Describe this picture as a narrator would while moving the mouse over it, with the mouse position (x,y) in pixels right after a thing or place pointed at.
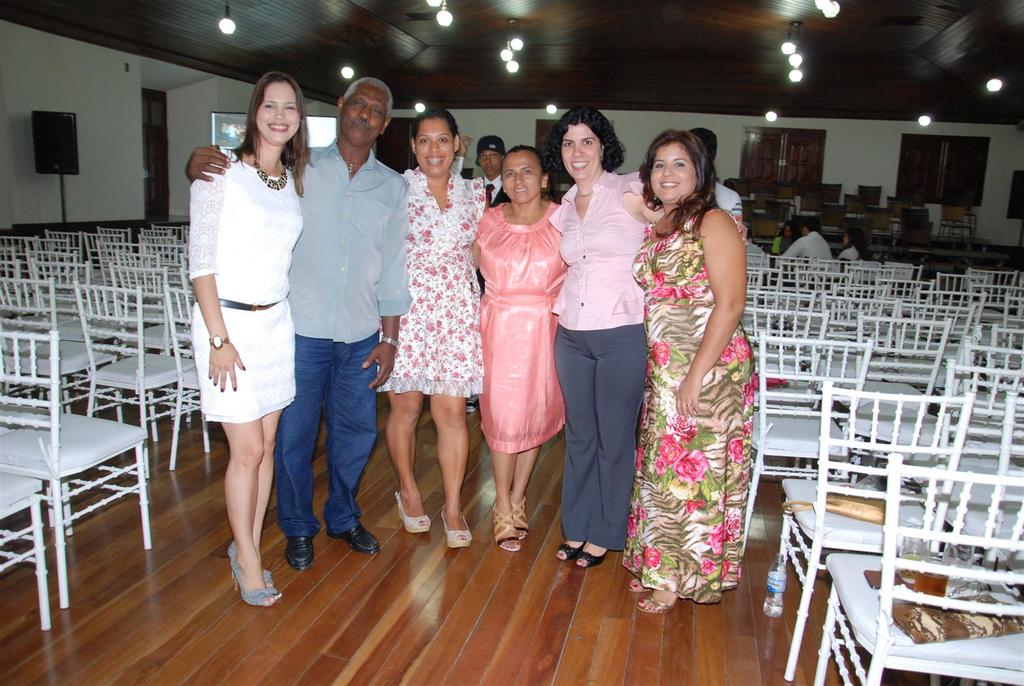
In this image on the foreground (432,207) few people (508,197) are standing. They all are smiling. In the hall (761,587) there are many chairs (822,319). There are few people (805,256) in the background (802,250). On the ceiling (487,25) there are lights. There are bags (866,504) on chairs (806,570). Here there is a bottle (778,593). This is a speaker (55,146). This is a screen (224,132). These are the windows (959,152).
